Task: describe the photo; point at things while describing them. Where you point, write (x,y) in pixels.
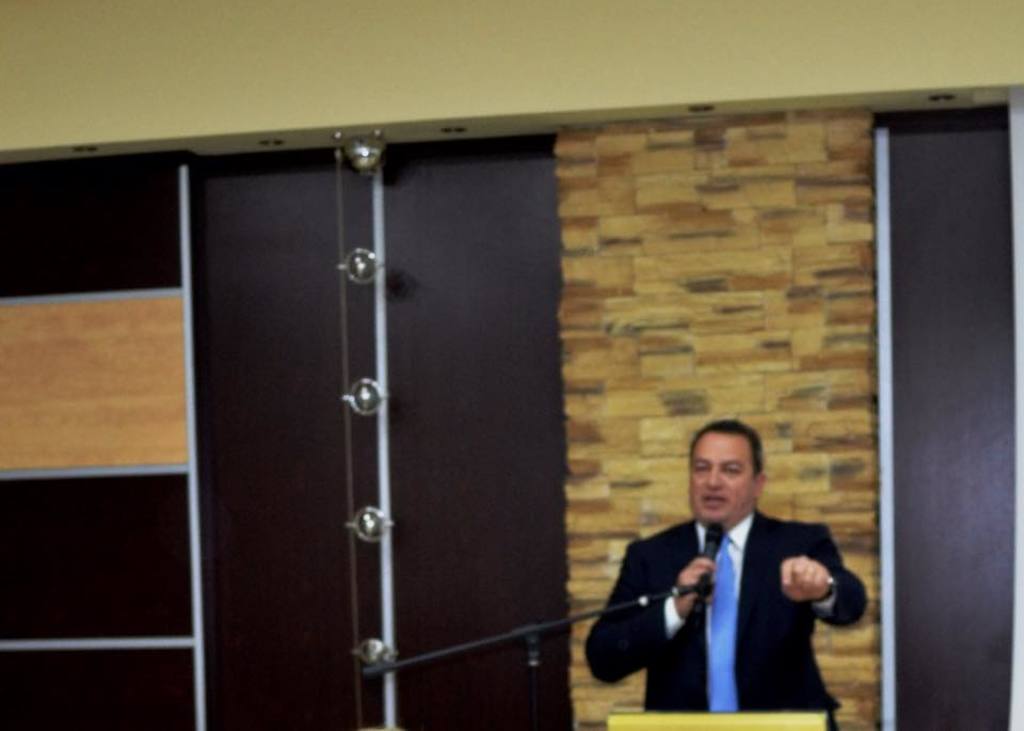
At the bottom (661,573) there is a man (765,560) wearing a suit (768,568), standing, holding a mike (706,569) in the hand (698,573) and speaking. At the back of him there are few wooden planks (36,323) which seems to be cupboards (181,484). Beside him there is a metal stand (375,224) with dome lights (371,257). At the top of the image (324,70) there is a wall (434,57).
